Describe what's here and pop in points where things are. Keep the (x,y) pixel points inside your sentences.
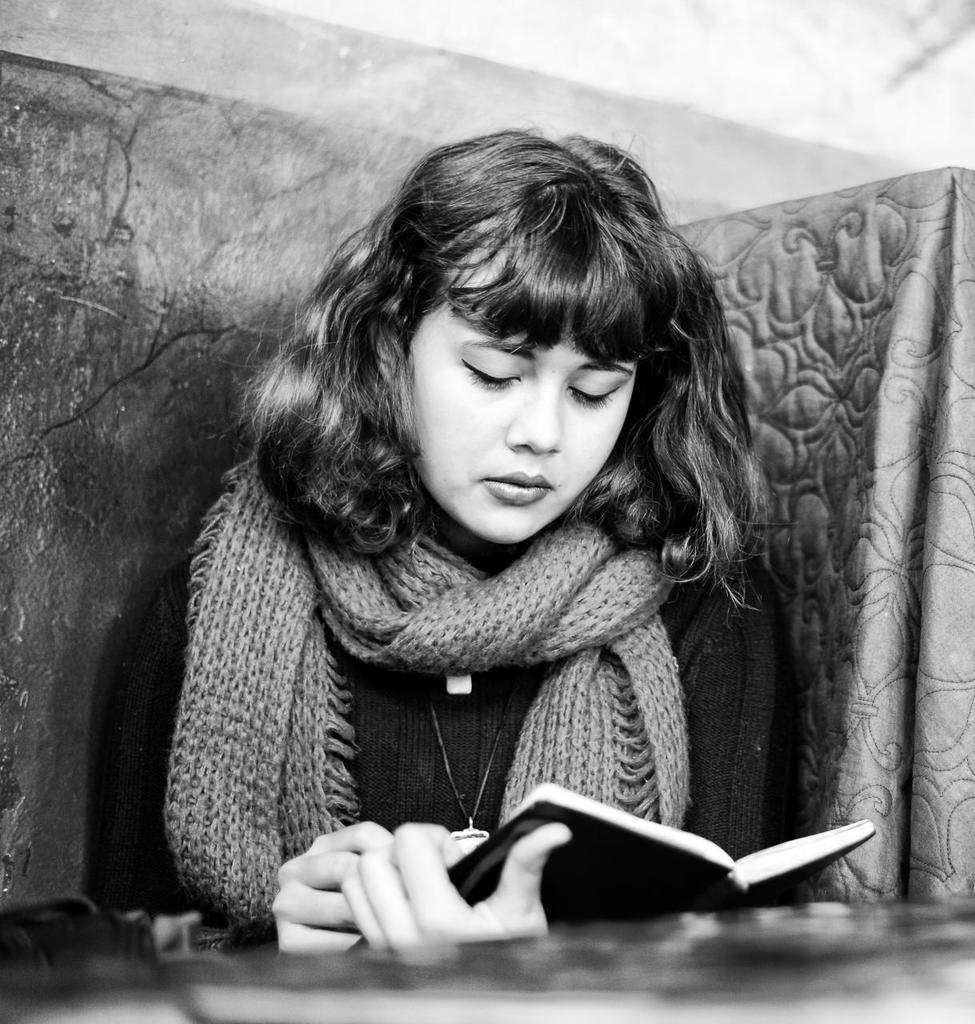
In this image I can see the person (427,639) wearing the dress (426,691) and holding the book (603,878). In-front of the person (524,844) I can see it is blurred. And this is a black and white image.
